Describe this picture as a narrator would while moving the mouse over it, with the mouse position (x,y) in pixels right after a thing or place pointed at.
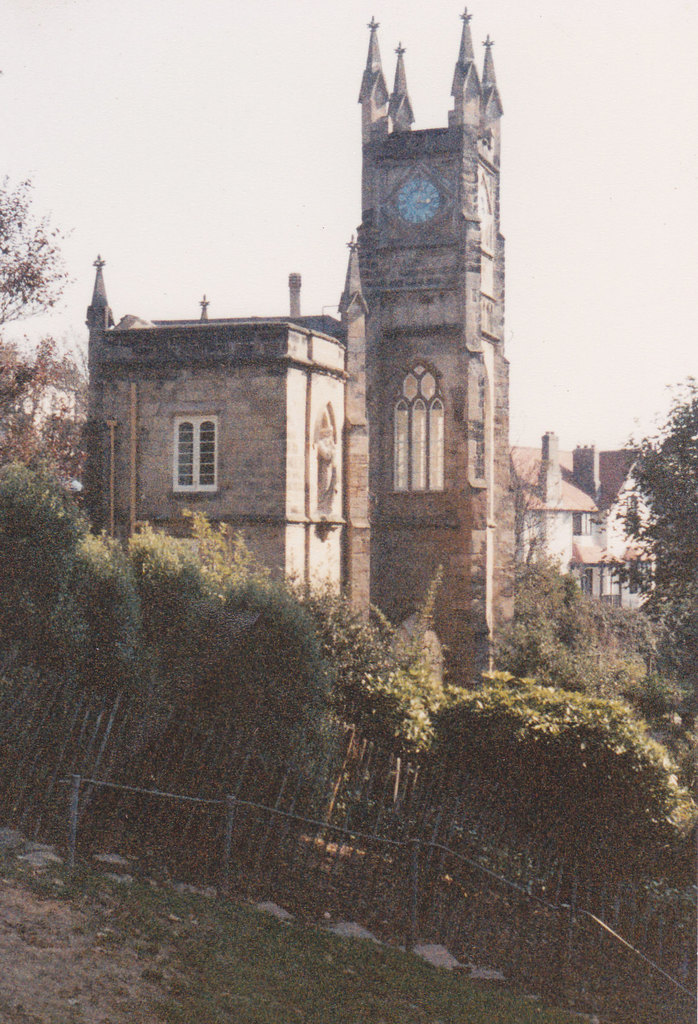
In the image we can see there are buildings (389,220) and here we can see the windows (407,464) and the clock (406,195). Here we can see the fence (224,805), plants (269,781) and grass (274,952). We can even see there are trees (575,584) and the sky (106,156).
